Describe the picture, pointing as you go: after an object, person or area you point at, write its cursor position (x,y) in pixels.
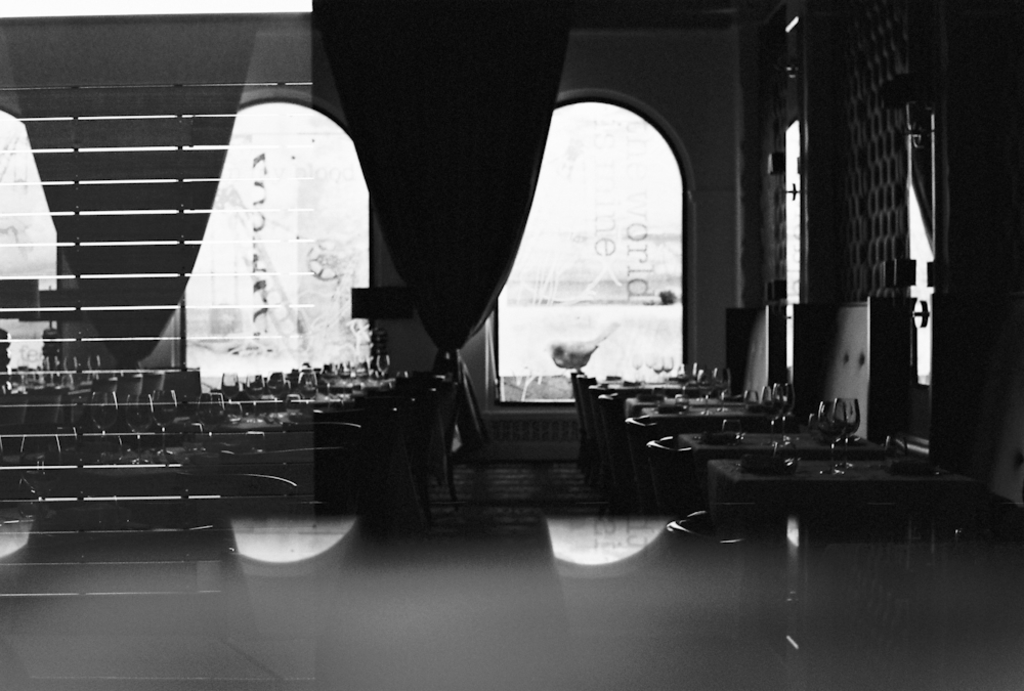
In this picture we can see inside of the building (549,483), where we can see windows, glasses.
